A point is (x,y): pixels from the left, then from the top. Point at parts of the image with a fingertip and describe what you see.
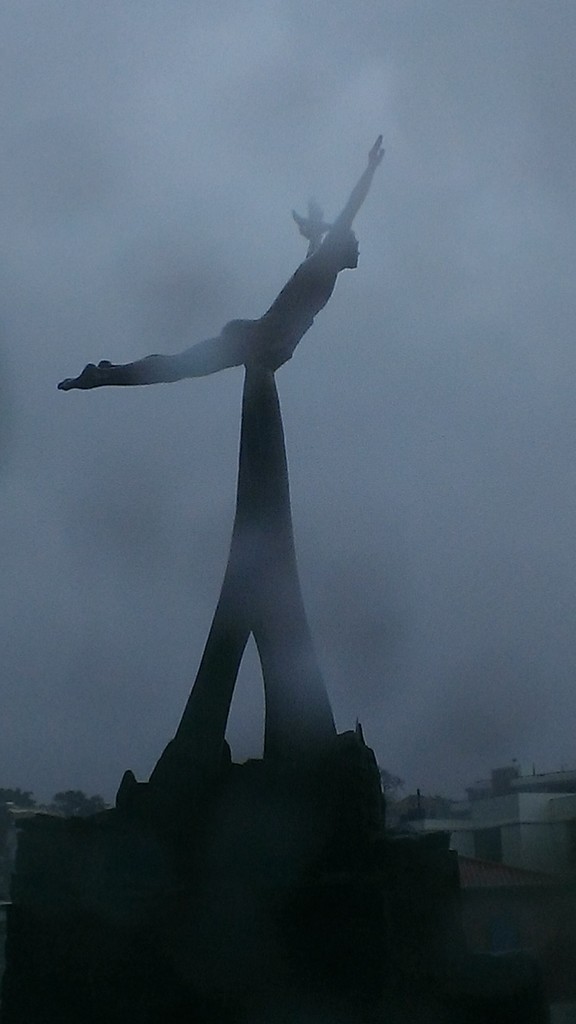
In this image, we can see a statue (274,555). Background (526,514) there is a sky (353,565). At the bottom (462,805), we can see few houses (520,841), trees (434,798).
